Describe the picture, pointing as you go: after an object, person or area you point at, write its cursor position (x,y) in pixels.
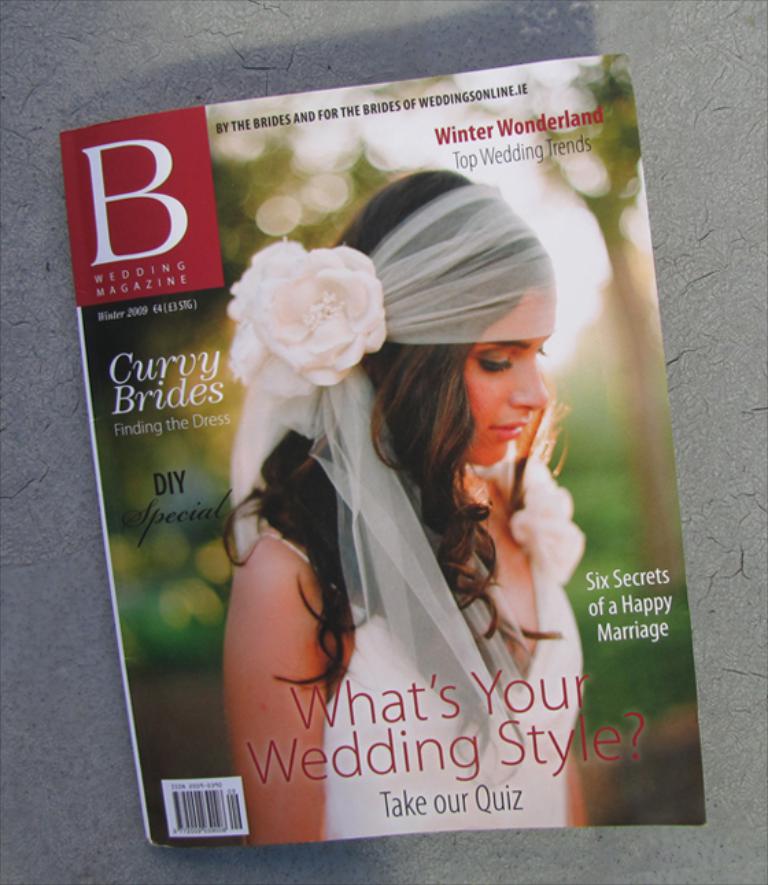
In this image I can see a paper (587,734), on the paper (539,694) I can see a person (412,657) wearing white color dress (365,637) and I can see something written on the paper (426,634). The floor (726,285) is in gray color.
